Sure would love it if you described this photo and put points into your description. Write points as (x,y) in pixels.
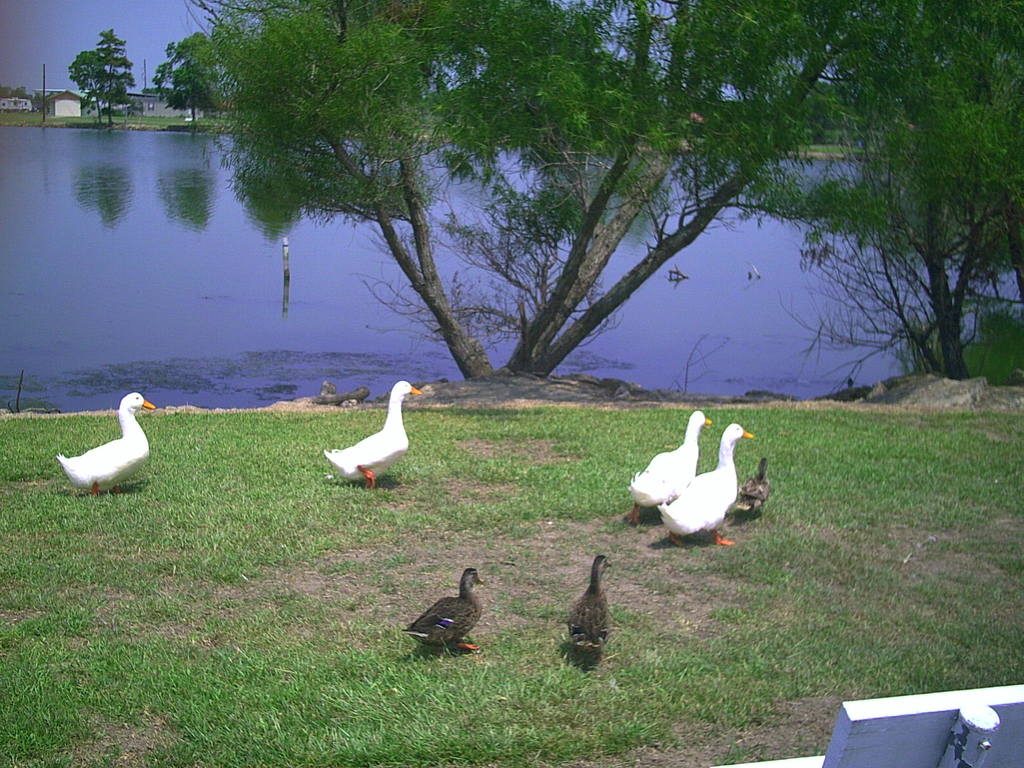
In this picture we can see ducks (756,480) on the ground (459,438), trees (364,116), poles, water (8,160), houses (52,102) and in the background (4,1) we can see the sky (125,12).
